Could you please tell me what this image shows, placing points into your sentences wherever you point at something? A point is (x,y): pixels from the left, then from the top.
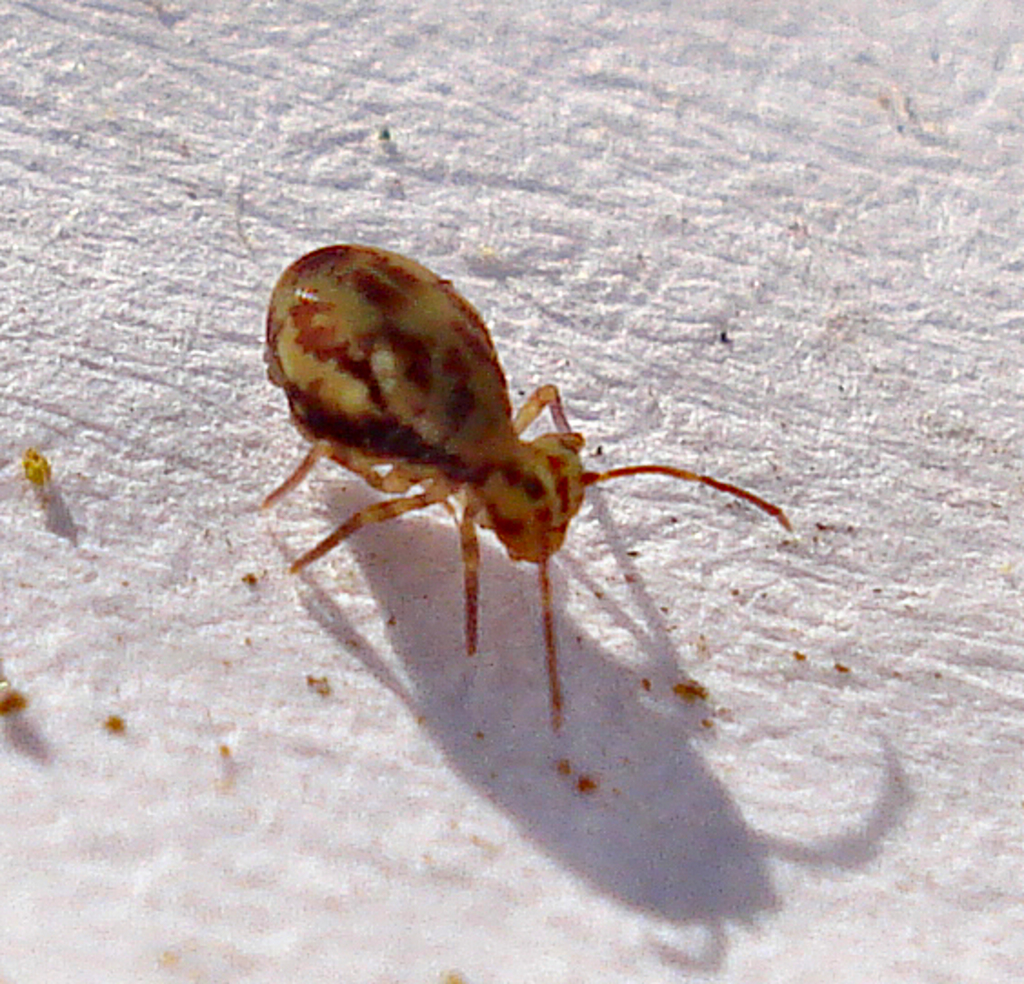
In the image we can see an insect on the white surface (596,513).
